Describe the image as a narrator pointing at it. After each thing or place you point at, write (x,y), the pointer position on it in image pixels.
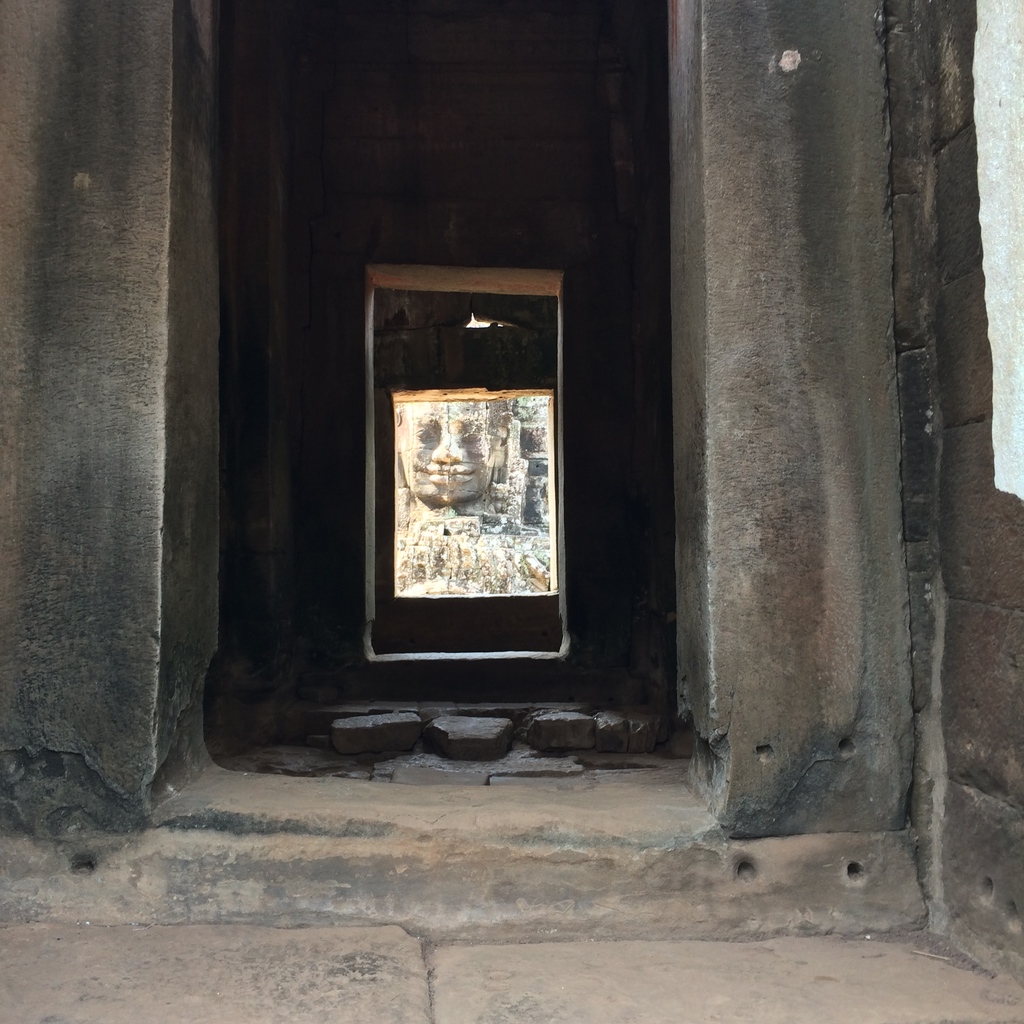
in this image there is a building (730,520). This is a corridor (563,27). In the background (452,465) we can see a sculpture (473,458).
